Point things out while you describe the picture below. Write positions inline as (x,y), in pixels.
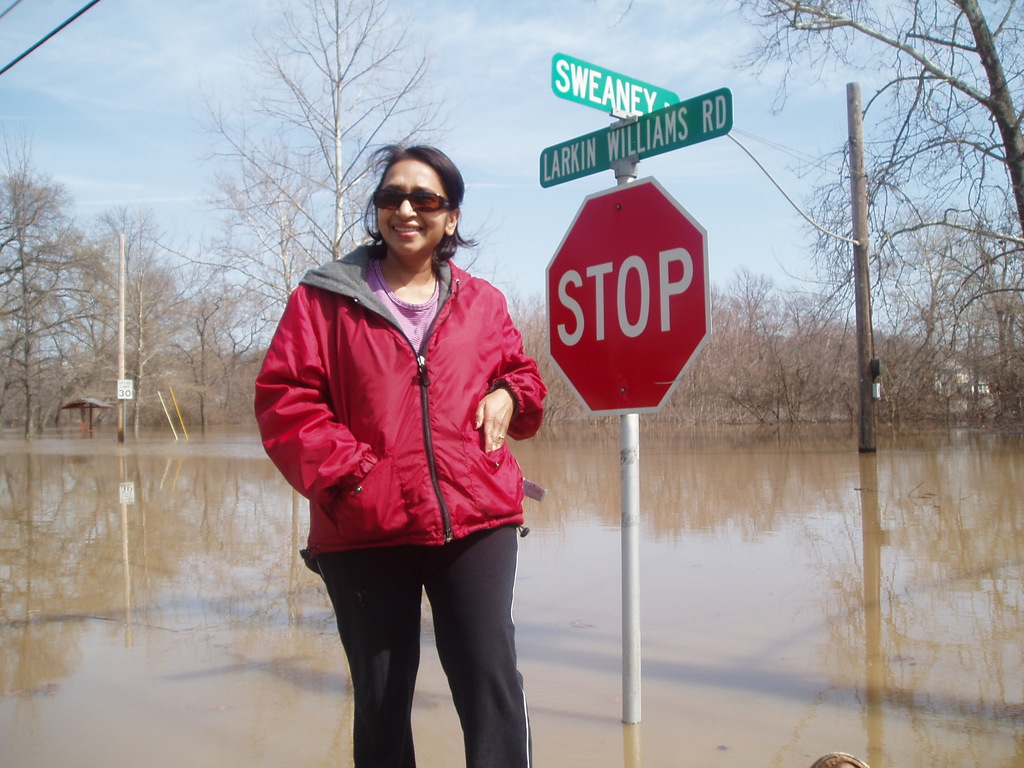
In the picture we can see a woman (474,597) standing with a red color jacket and wearing a goggles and she is smiling and beside her we can see a pole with stop board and some direction boards (574,172) on it and behind it, we can see water (147,709) and some trees (83,286) and far away also we can see trees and sky (690,24) with some clouds (651,39).
